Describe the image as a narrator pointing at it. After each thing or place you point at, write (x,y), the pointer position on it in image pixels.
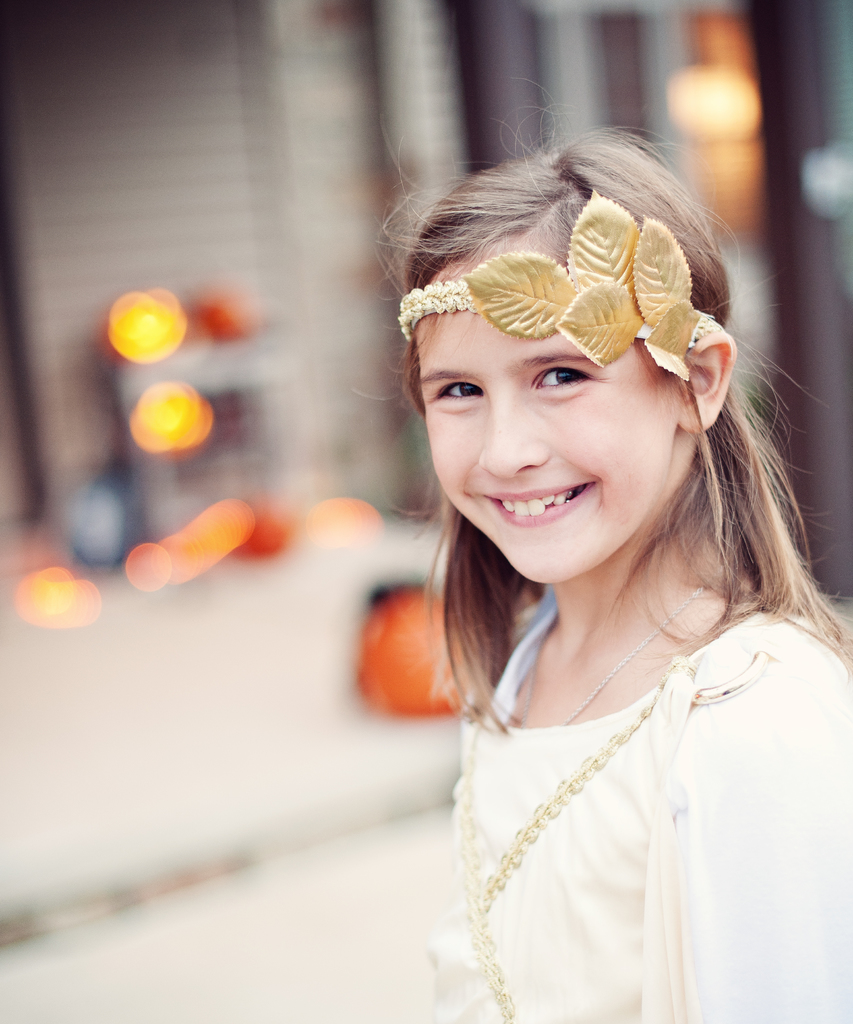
In this image we can see a girl (552,697) and she is smiling. There is a blur background (345,396).
